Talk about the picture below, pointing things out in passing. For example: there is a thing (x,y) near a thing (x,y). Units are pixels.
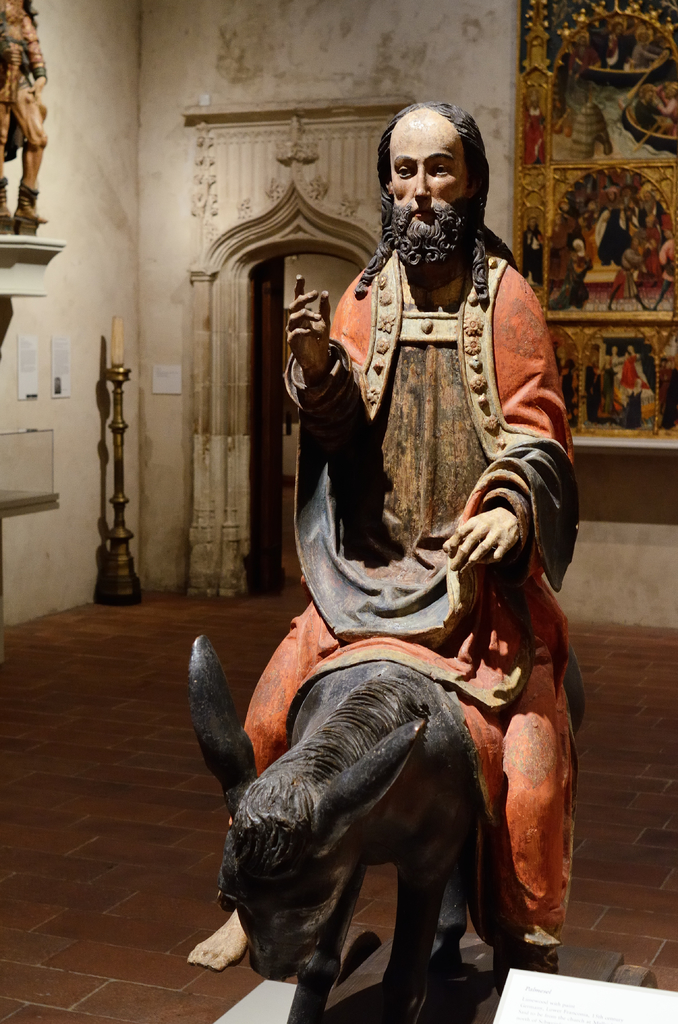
In this picture we can see a statue (392,569) of an animal (212,730) with a person (398,572) sitting on it and this statue (392,596) is on the platform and in the background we can see a wall (580,494) and some objects (649,446).
